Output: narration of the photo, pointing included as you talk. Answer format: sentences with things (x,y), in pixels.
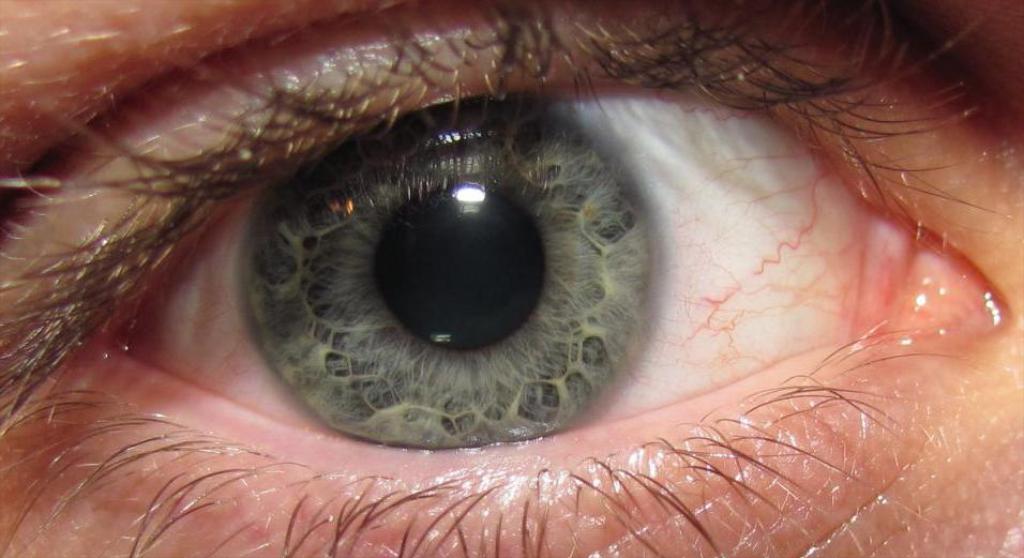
In this image we can see an eye (390,380) of a human being (463,425).
